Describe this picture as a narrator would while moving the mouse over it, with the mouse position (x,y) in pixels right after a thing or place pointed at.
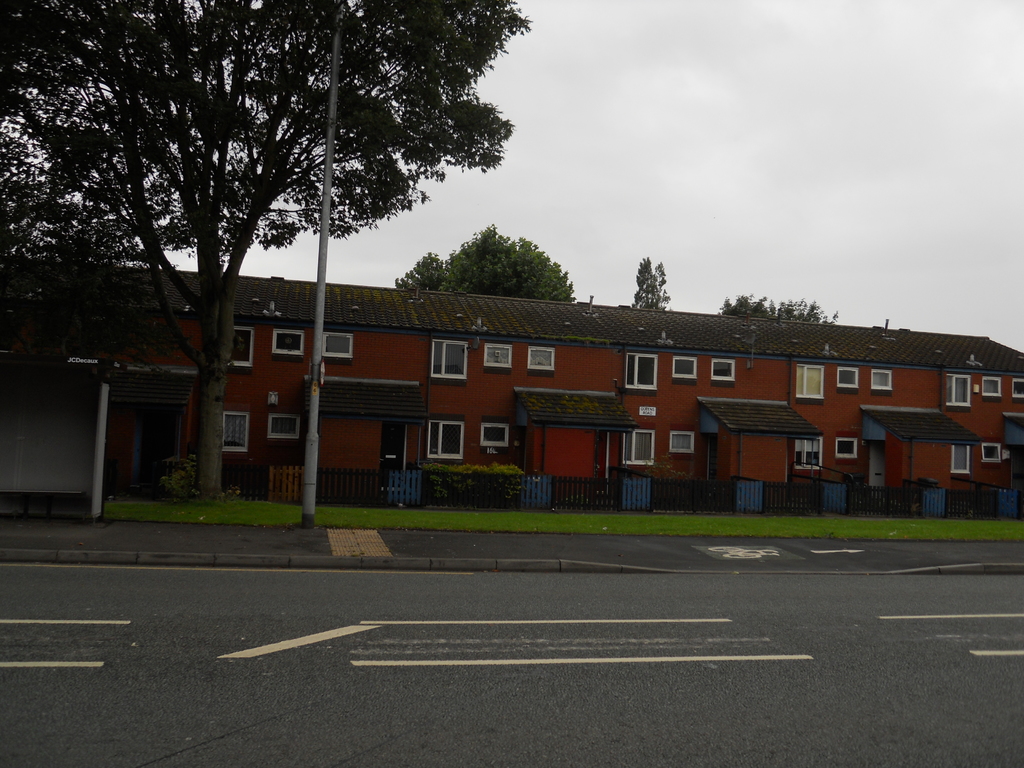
In this image in the background (249,336) there are trees (222,361), there is a building (530,363) and there is grass (594,519) on the ground (577,520) and there is a fence (657,497) and the sky (695,128) is cloudy.
